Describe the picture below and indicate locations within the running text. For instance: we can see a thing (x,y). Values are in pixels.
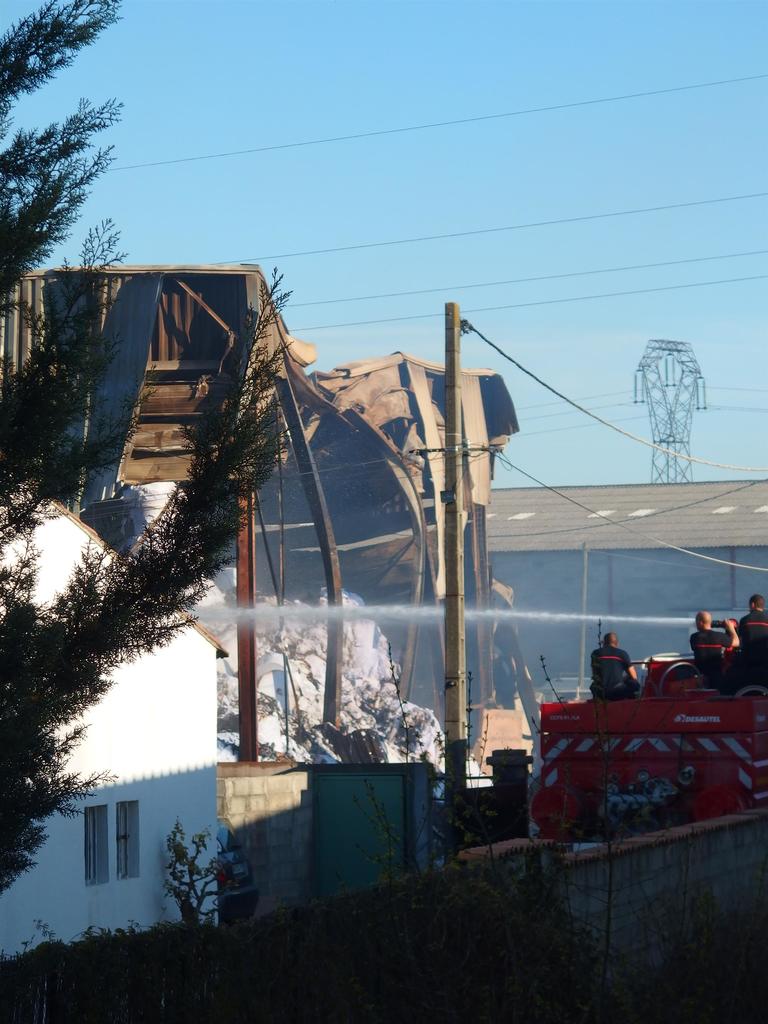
In this picture I can see few plants (395,912) and a tree (29,164) in front (18,442) and in the middle of this picture (362,516) I see the buildings (47,537), a pole (447,402), wires (483,308), a fire engine (609,810) on which there are 3 persons (628,655) and I see the flow of water (466,617). In the background (327,138) I see the sky (536,191) and a tower (669,438) on the right side of this image (638,363).
